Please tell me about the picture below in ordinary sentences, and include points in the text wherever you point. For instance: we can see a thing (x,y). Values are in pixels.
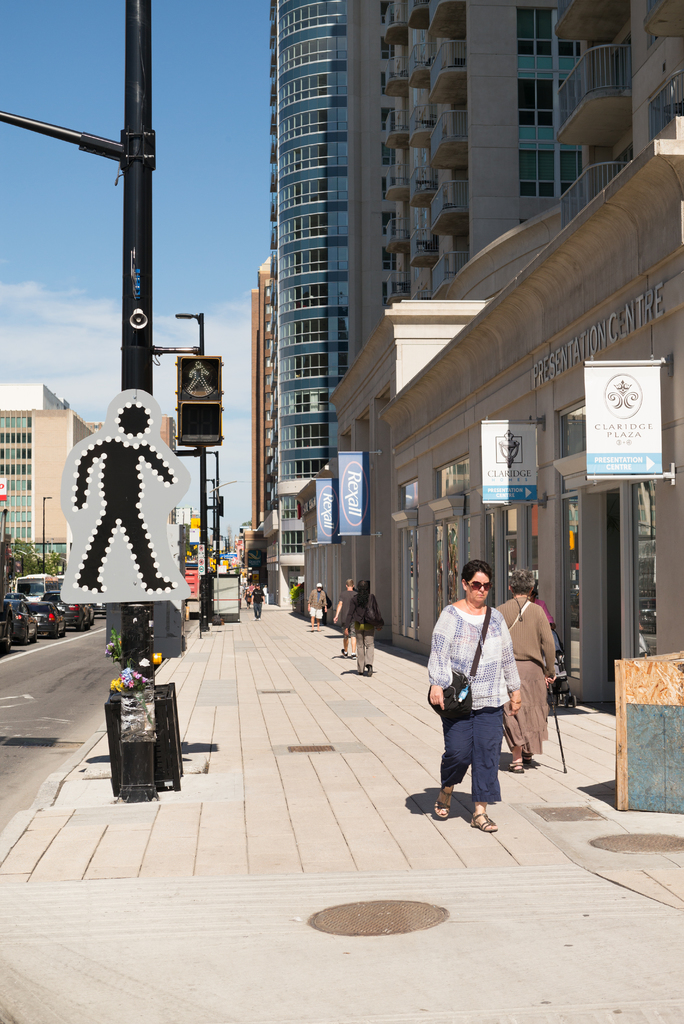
In the background (249,167) we can see the sky (112,214) with clouds (20,316). On the right side of the picture (595,247) we can see buildings (421,163), store (401,376). We can see people (474,788) walking near to the store (673,447). We can see boards (648,465). On the left side (15,452) we can see a building (11,483) and vehicles (22,626) on the road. We can see poles (147,272) and boards (120,428).
